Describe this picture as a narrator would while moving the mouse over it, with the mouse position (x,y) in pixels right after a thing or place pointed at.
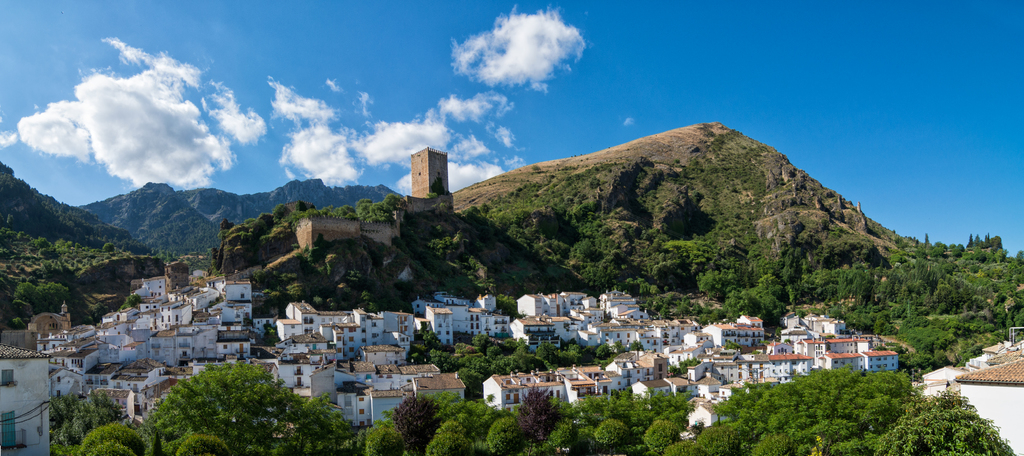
These are the houses (291,349) and buildings (365,383). I can see the trees (337,438). This looks like a fort (343,228), which is on the hill (373,251). I think these are the hills (176,207). I can see the clouds (143,124) in the sky (404,82).
